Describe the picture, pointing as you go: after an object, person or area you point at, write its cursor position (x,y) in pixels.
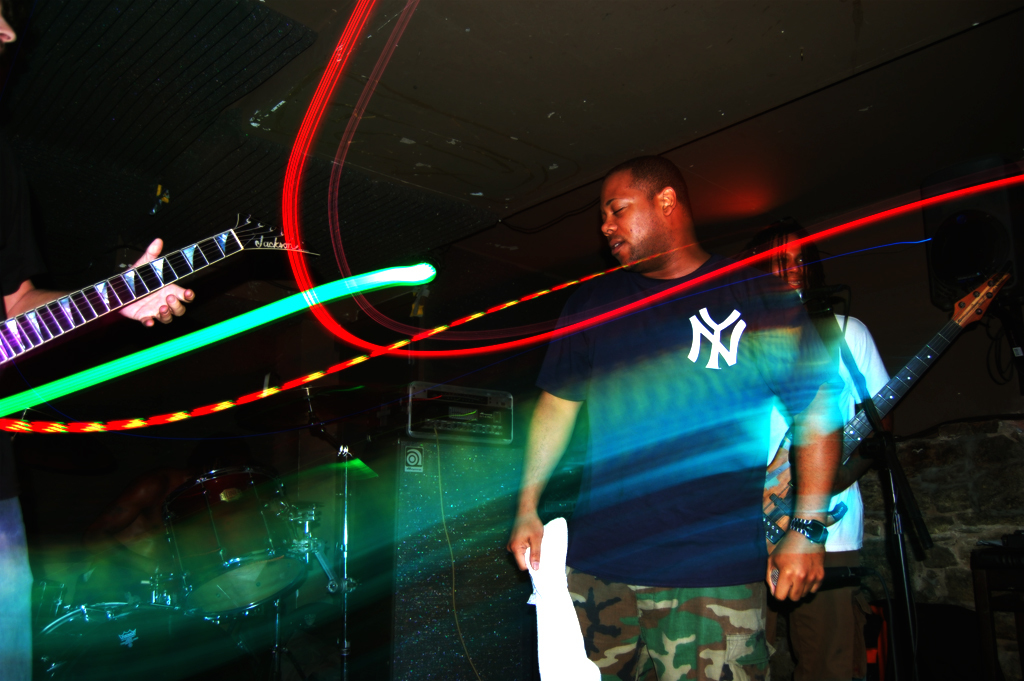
In this picture a man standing and another person (8,28) on to the left (17,40) holding the guitar (99,308).
